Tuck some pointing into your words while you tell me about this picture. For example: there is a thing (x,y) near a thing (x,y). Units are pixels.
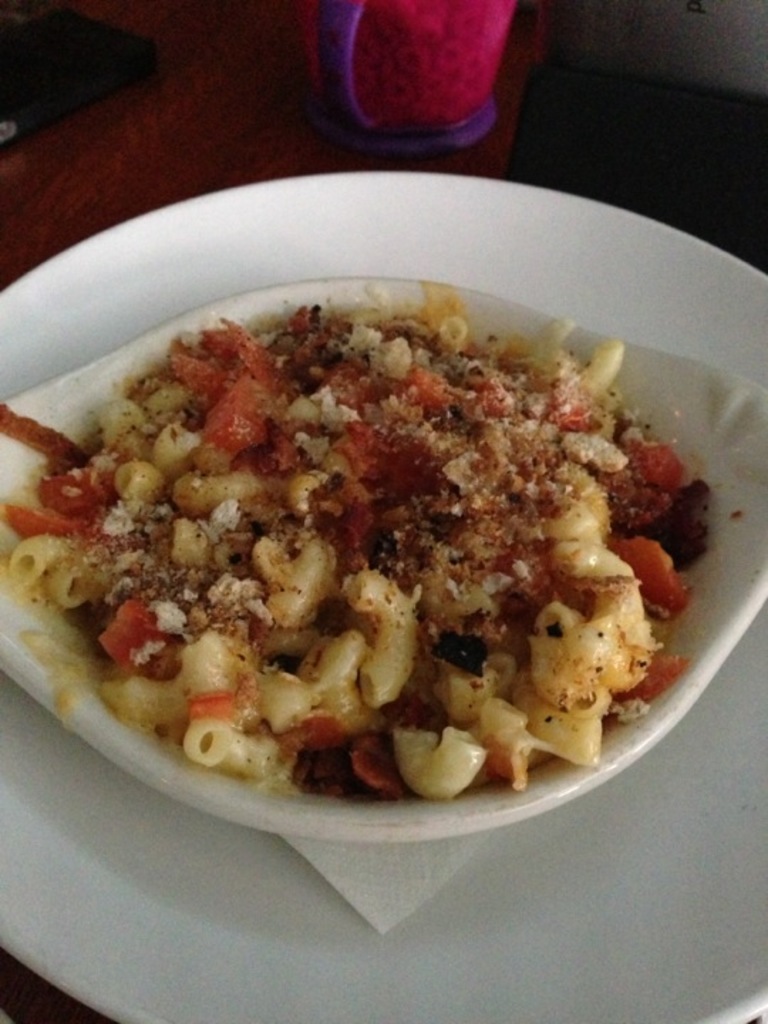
In this image we can see a food items (340,568) in a bowl (746,563). At the bottom of the image (200,874) there is white color plate (249,840) on the table (183,135). There is a cup (322,3).
